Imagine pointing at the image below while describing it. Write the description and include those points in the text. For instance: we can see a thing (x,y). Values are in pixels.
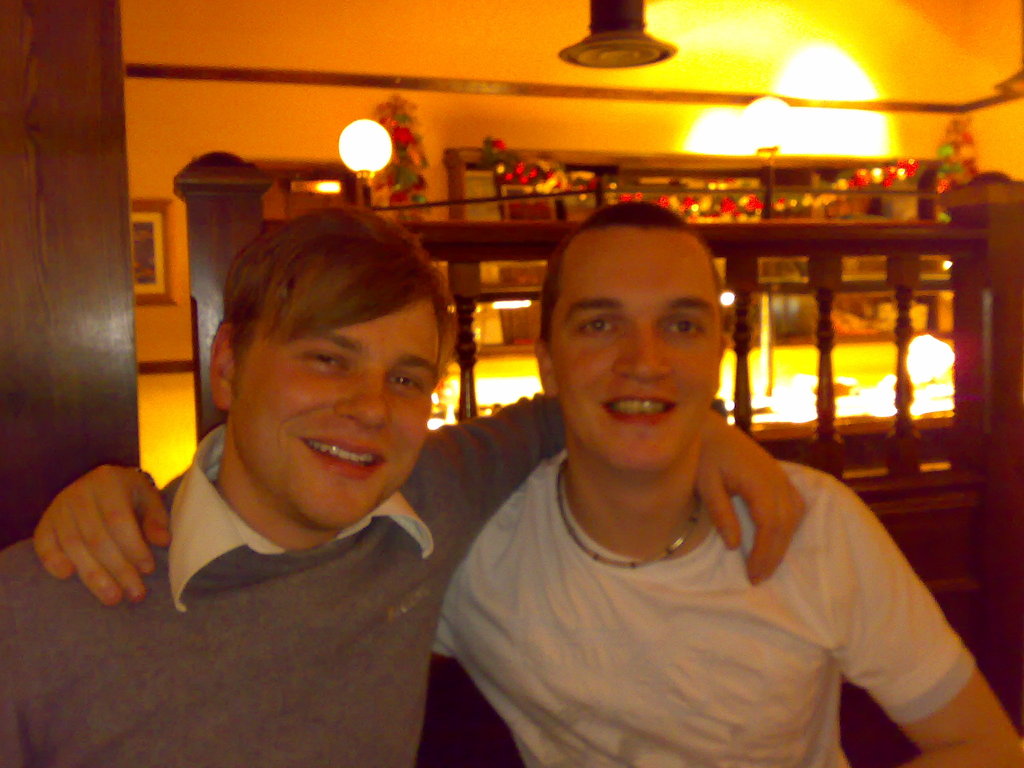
In this image there are two men (594,661) sitting on chairs (456,764), behind them there is a wooden railing (987,325), in the background (759,123) there are lights (742,120) and wall (439,68).
